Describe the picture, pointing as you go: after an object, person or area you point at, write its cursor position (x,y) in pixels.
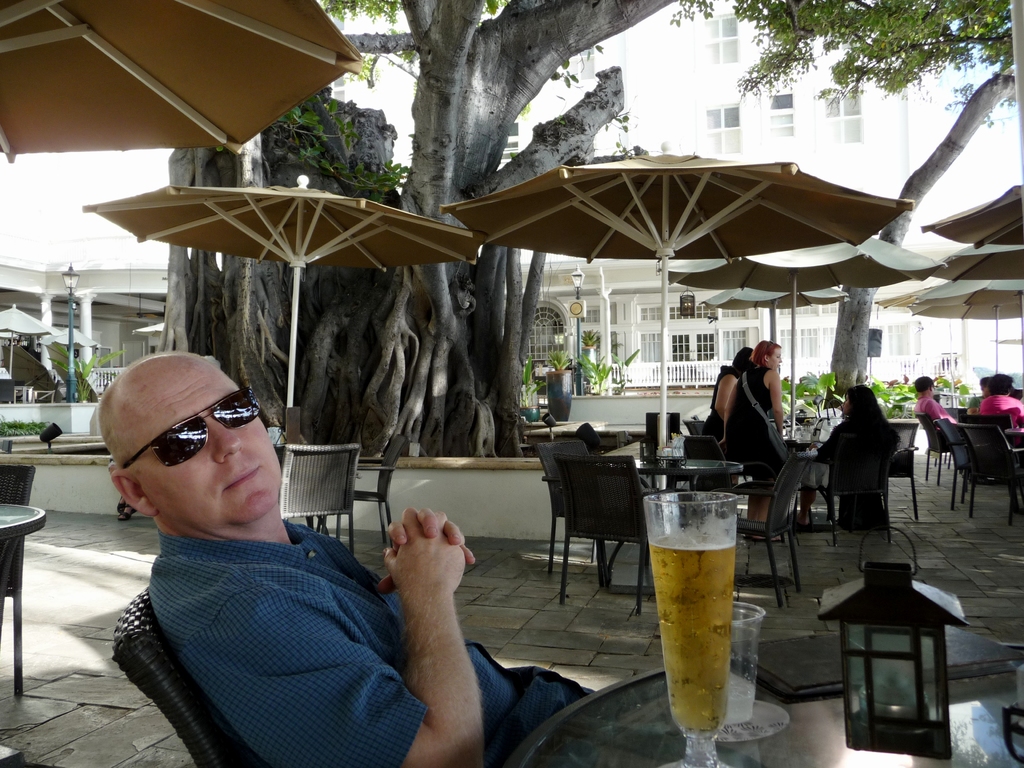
This person (398,621) is sitting on a chair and wore goggles (191,431). In-front of this person (408,708) there is a table (1010,764), on a table (1021,764) there is a file (793,656), glass (748,648) and a liquid (714,640) with glass (714,627). This is a tree (524,52). This is a building (716,103) with window (727,131) and fence (699,371). This are umbrellas (292,190) with pole (294,306). Far there are chairs (618,474) and tables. This 2 persons (734,454) are standing and this persons (871,418) are sitting on a chair (945,421). Far there are plants (608,373). This is a lantern light (71,275) with pole (74,391).
